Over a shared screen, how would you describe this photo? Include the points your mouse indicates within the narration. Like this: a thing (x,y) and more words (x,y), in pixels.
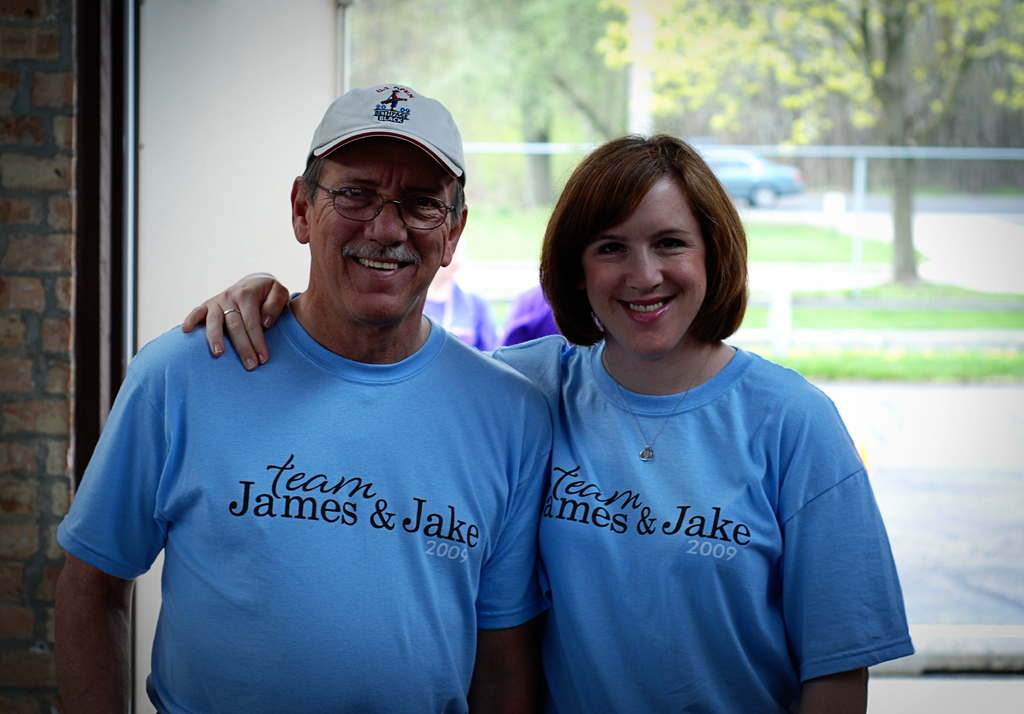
This image is taken indoors. In the background (21,304) there is a wall (201,91) with a glass window (898,295) and through the glass (769,115) we can see there are a few trees (684,85) and there is a ground (895,364) with grass (823,255) on it. A car (788,168) is parked on the road (805,211). In the middle of the image (461,374) a man (384,425) and a woman (560,318) are standing and they are with smiling faces (344,248).
